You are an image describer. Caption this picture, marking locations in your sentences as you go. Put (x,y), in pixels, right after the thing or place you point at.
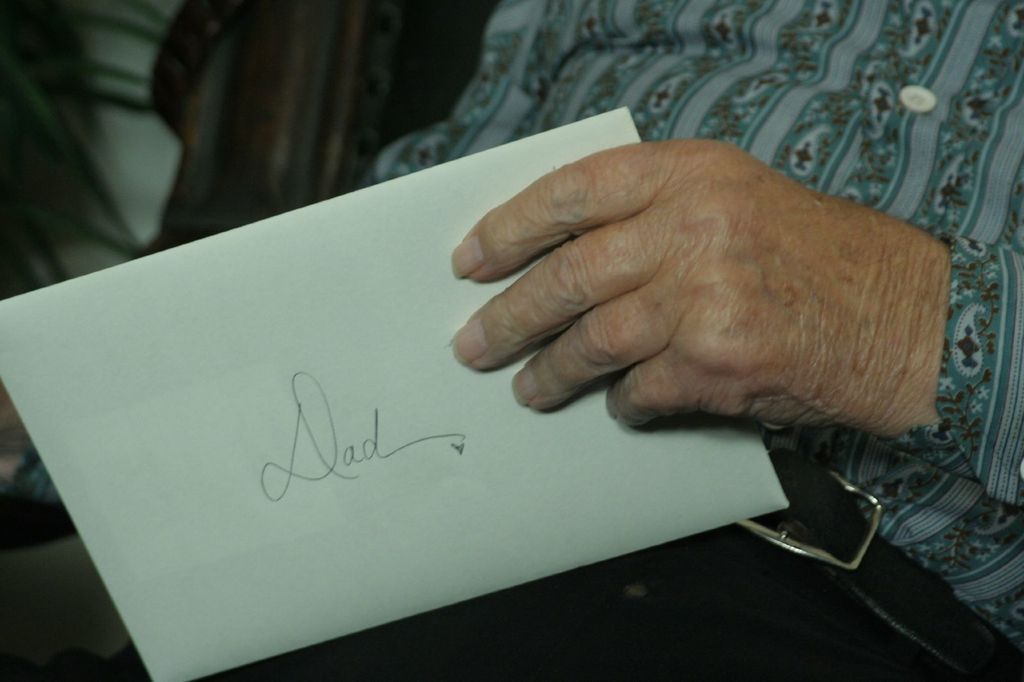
In this image we can see a person (851,323) sitting and holding a letter (707,518) in his hand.
